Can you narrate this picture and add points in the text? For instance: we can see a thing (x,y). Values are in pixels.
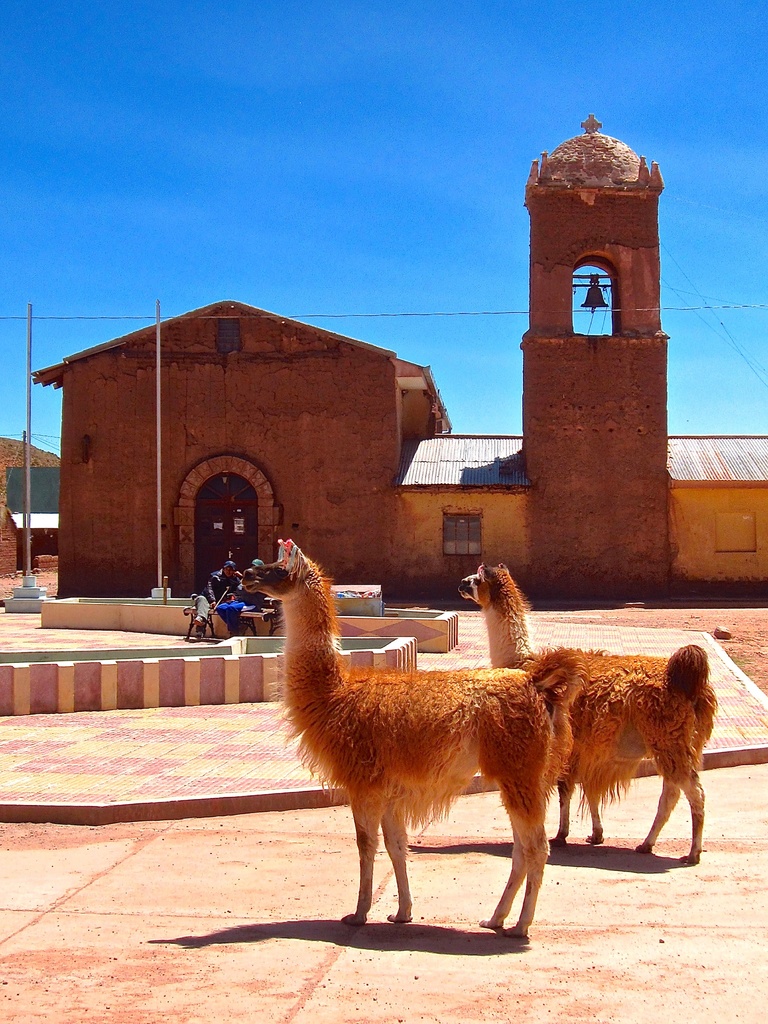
In the image there are two llamas (549,762) standing on the floor (28,893), behind it there is a building (423,500) with tower (600,365) on right side (589,299) and bell (592,290) on the top (592,280) and above its sky (305,189).
